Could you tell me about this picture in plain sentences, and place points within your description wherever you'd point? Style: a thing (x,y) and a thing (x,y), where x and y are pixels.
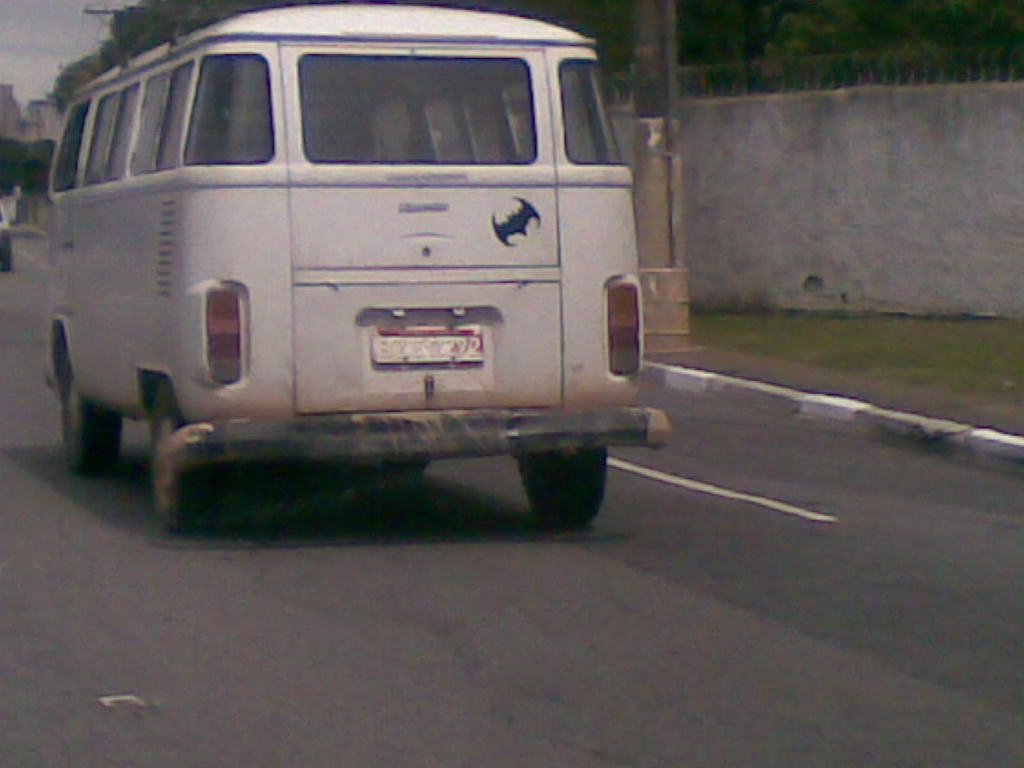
In this image I can see the vehicle (469,337) in white color. In the background (632,6) I can see few trees (745,3) in green color, few buildings (51,120) and the sky (48,48) is in white color.
